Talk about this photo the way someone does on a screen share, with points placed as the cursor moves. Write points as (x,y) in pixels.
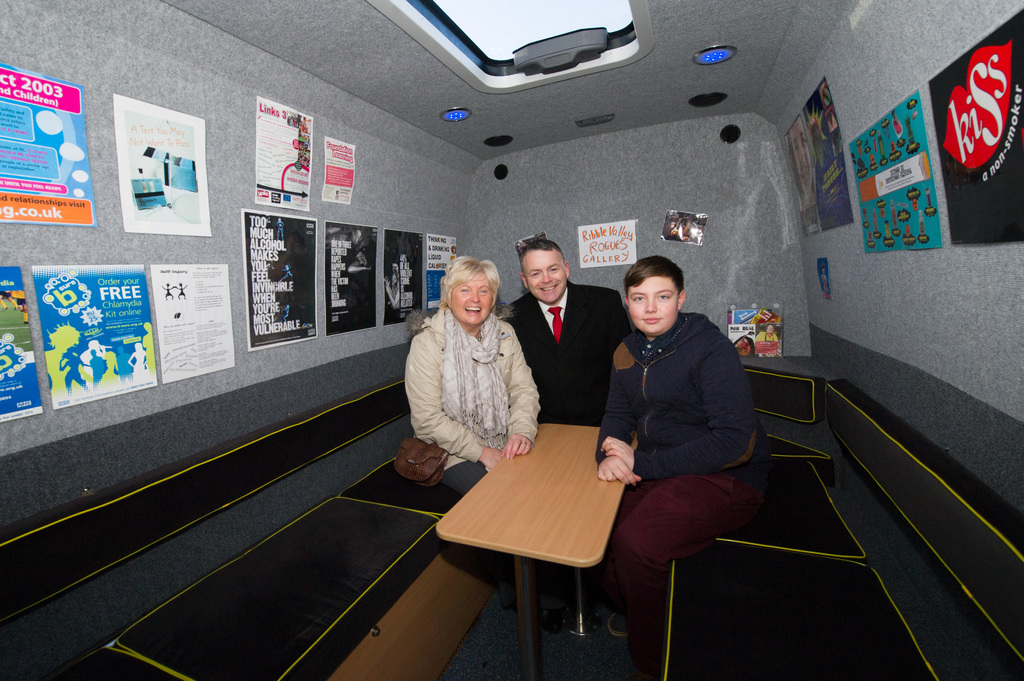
This image consists of paper (247,258) pasted on the left side (156,267) and right side (872,230). There are lights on the top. There are three people (688,338) sitting. One is man (545,287) other one is child (667,425) and another one is woman (505,360). There is a table (519,505) in between them. All of them are smiling.
